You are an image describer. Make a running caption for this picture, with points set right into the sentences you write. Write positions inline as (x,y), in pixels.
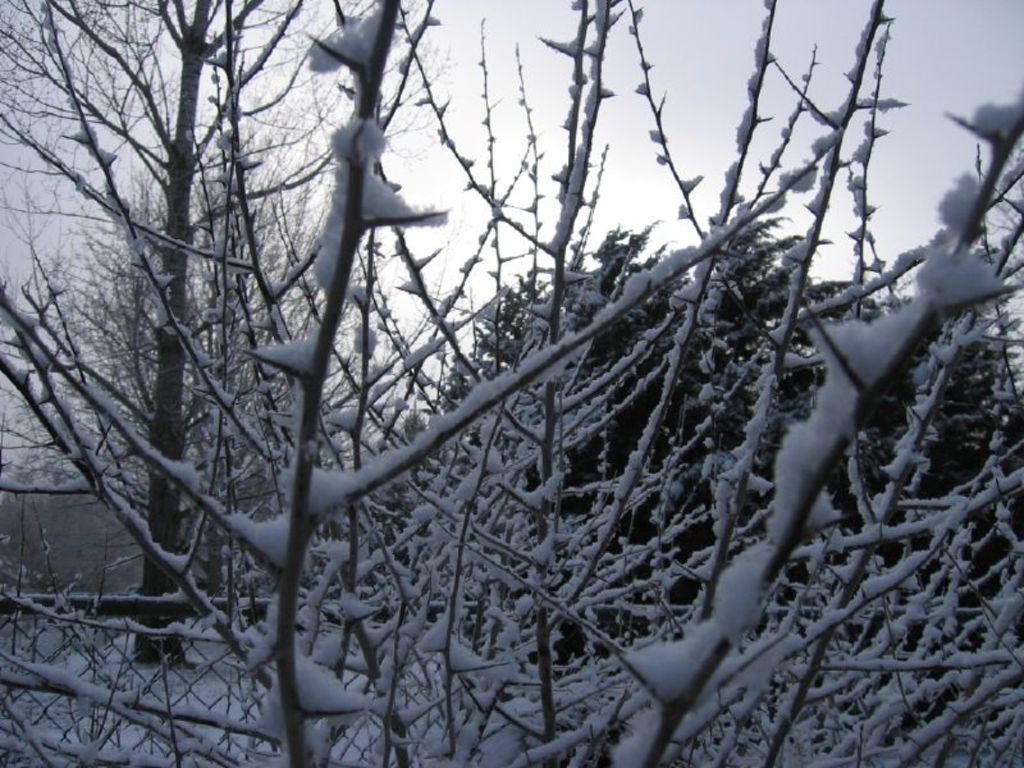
In this picture there are trees (567,376) and there is snow (96,738) on the trees (308,474). At the top (839,50) there is sky (667,45). At the bottom (233,687) there is snow (200,709).
